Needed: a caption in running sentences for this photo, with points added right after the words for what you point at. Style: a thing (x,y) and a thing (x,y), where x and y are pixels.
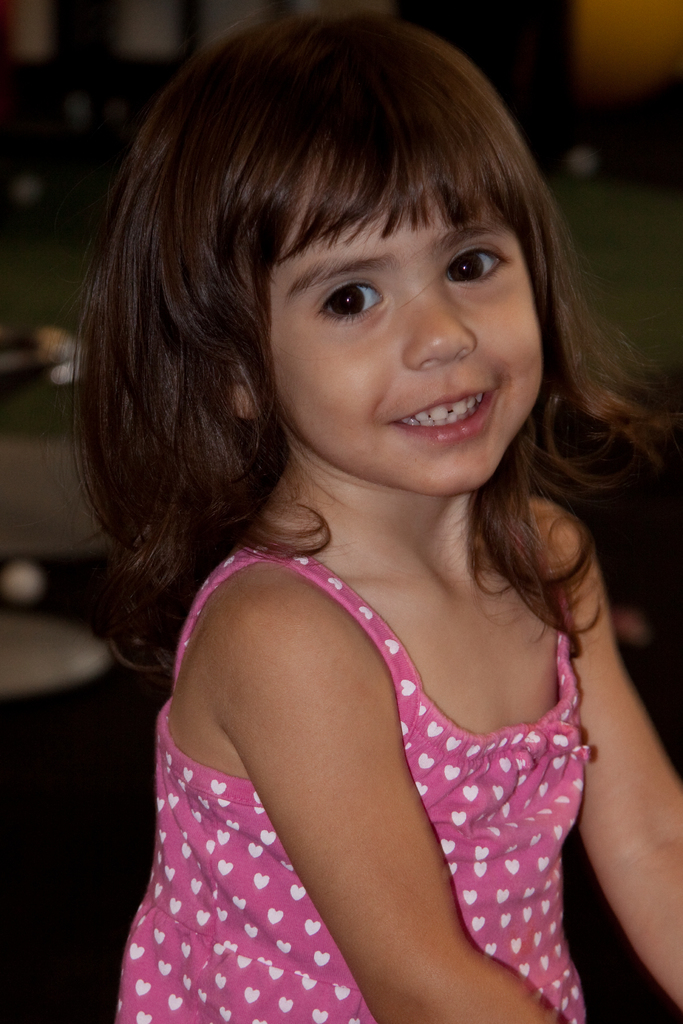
In this picture I can see a girl (407,436) with a smile (415,424).
